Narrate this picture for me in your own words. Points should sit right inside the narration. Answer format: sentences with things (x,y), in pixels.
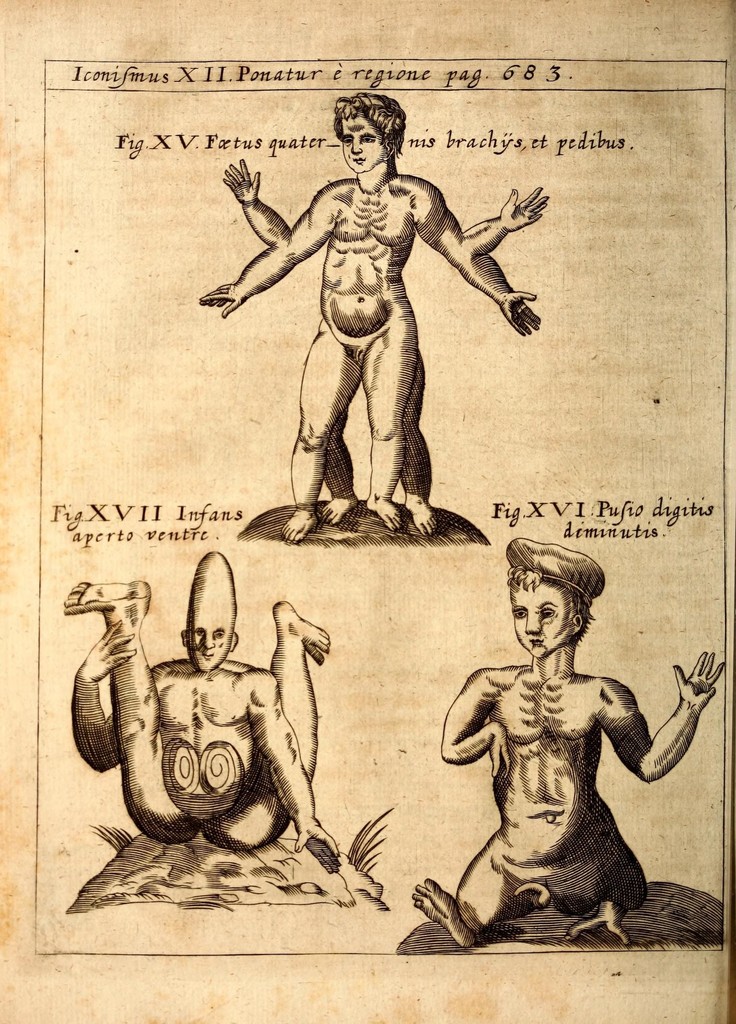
In the picture we can see a magazine paper (340,924) with three people (148,718) drawing on it with some information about them.
